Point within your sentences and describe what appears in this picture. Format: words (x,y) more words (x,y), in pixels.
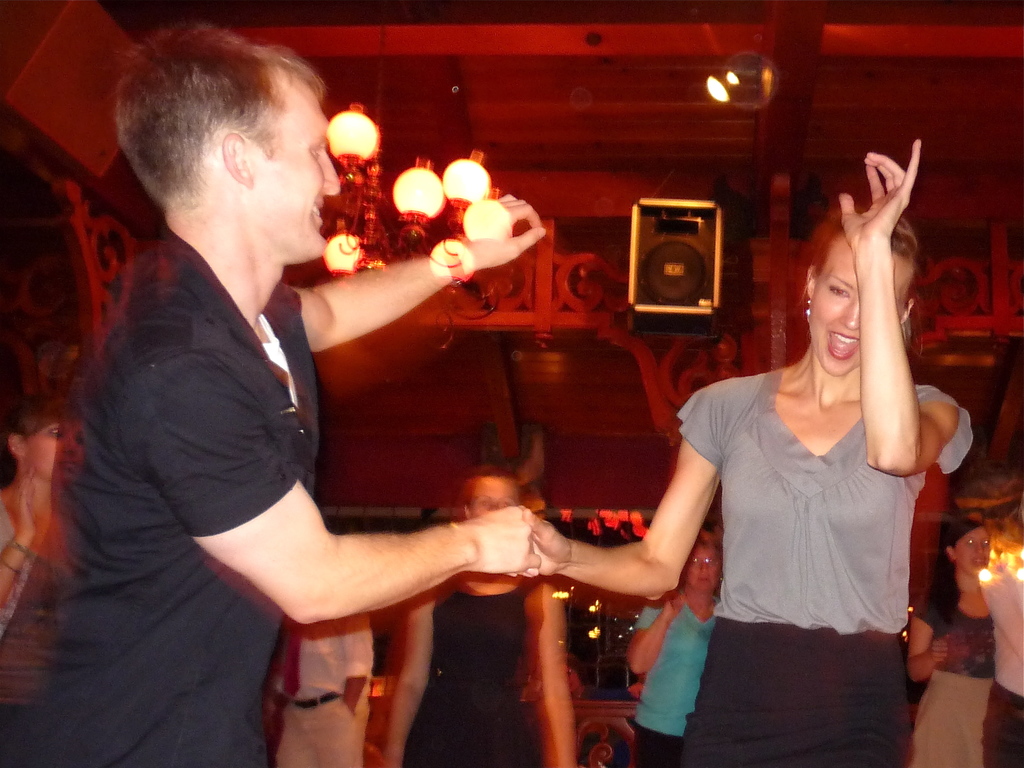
In this image I can see few people (994,541) are standing. I can also see few lights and a speaker (716,236) over there. I can also see this image is little bit blurry.
